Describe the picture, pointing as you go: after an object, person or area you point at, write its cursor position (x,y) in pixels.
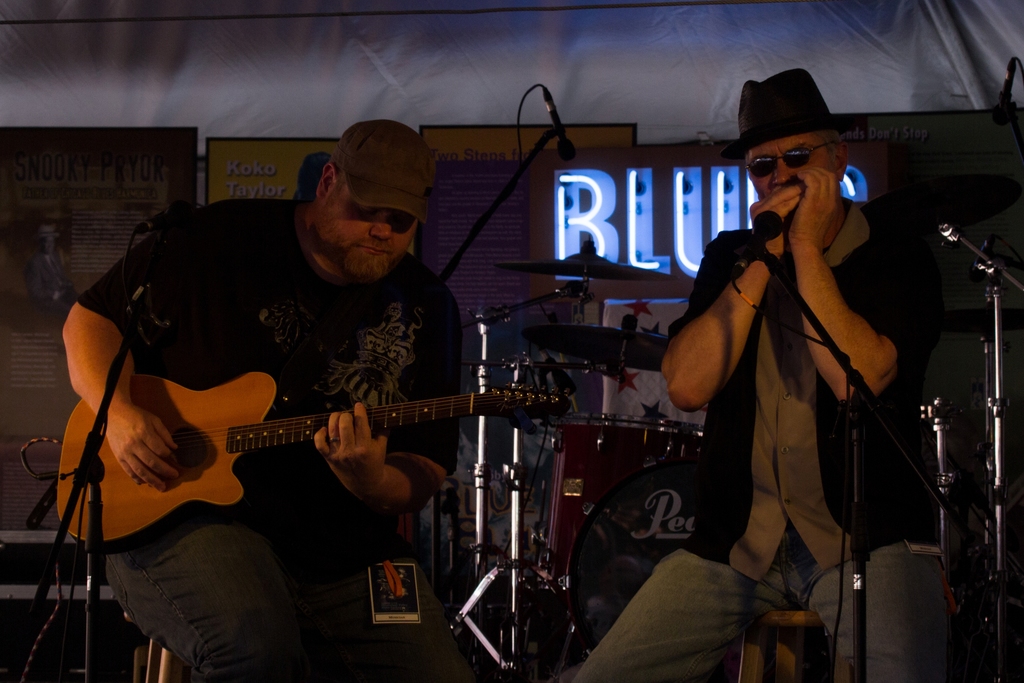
In this image I see a man (268,678) who is holding a guitar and he is in front of the mic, I can also see another man (932,667) who is sitting in front of a mic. I see that both of them are wearing caps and this man (805,110) is wearing shades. In the background (639,424) I see the drums (616,264).
